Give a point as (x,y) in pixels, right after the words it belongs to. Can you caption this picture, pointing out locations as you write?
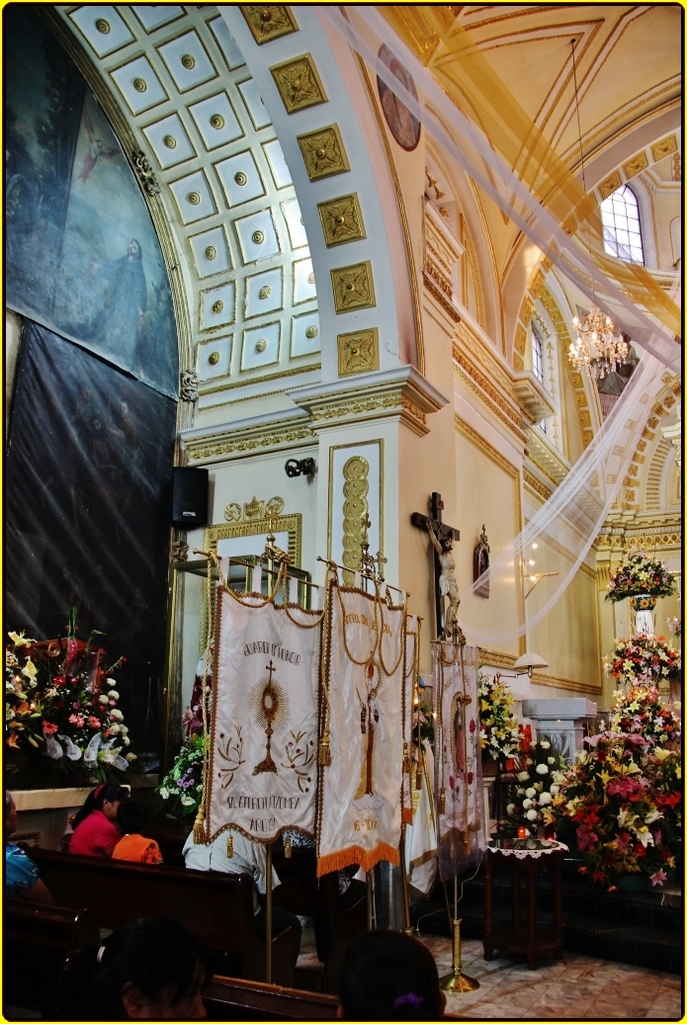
This picture describes about inside view of a building (419,491), in this we can find few lights (579,342), flowers (502,736), metal rods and curtains (592,464), and also we can see few people (126,851), they are all seated on the benches (189,921).
